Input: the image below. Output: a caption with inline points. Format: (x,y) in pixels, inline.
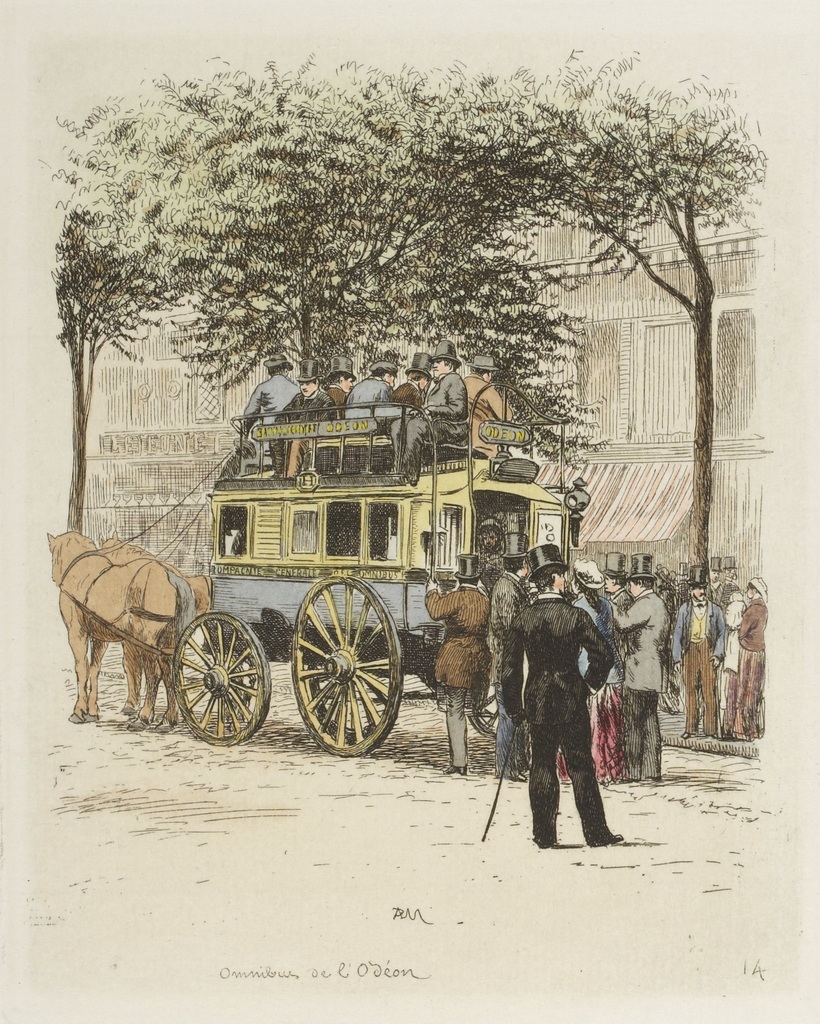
In the picture I can see a painting (426,716) of a horse cart (214,675), two horses (195,614), people (549,672) among them some are standing on the ground (516,807) and some are sitting on a vehicle (347,547). I can also see trees (302,268) and some other things (594,272). Here I can see something written on the image.
